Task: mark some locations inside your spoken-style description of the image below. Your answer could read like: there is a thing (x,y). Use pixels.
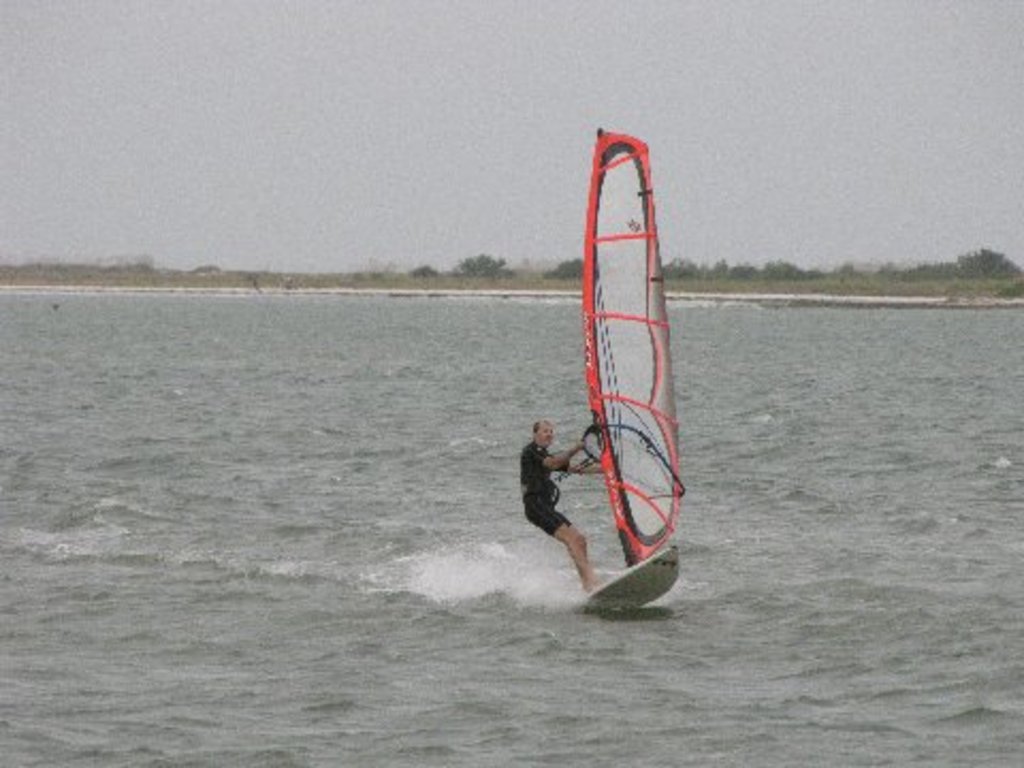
In this picture we can see a man (534,489) is wind surfing on the water (533,594). Behind the man (537,447) there are trees (947,276) and the sky (459,107).
